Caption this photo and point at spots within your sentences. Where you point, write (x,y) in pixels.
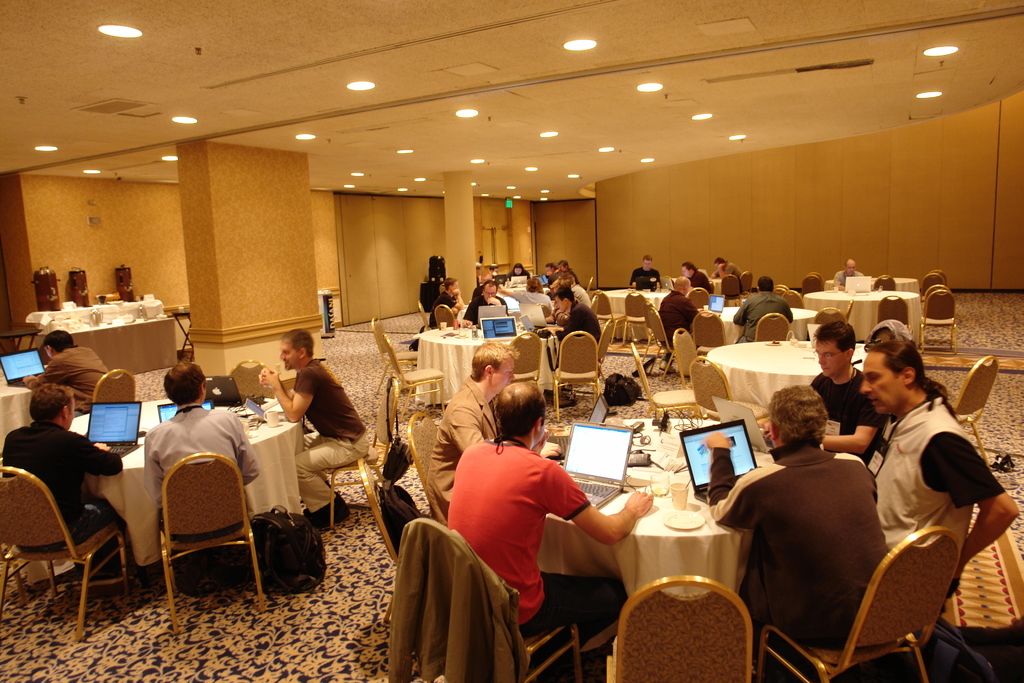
There are many people (808,570) sitting in the chairs (638,653) around a table (611,569) on which some laptops (601,450), glasses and some food items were placed in the background (283,279), there is a wall (666,212), pillar (288,256) here.
